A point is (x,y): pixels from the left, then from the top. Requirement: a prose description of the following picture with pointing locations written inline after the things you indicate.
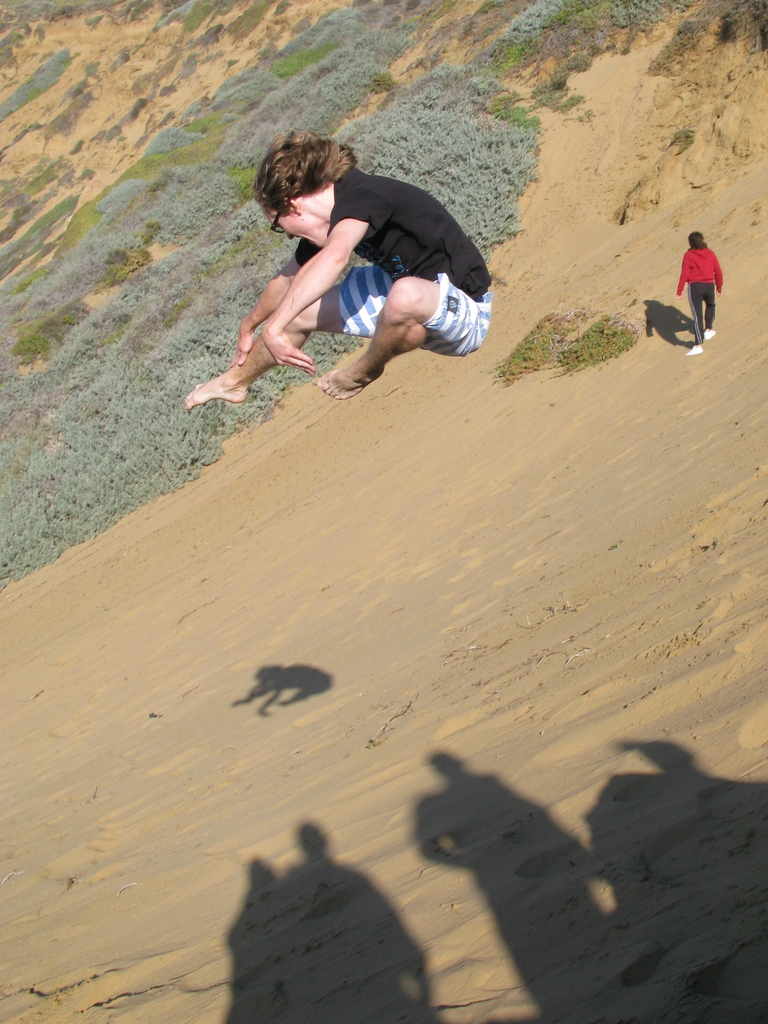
In this image we can see a man (403,281) is in the air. He is wearing black color t-shirt (394,250) with shorts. Bottom of the image (375,792) sandy land (372,660) is present. Right side of the image (705,292) one more man (705,292) is standing. Top left of the image (109,313) grass (150,269) is present on the land (381,657).
